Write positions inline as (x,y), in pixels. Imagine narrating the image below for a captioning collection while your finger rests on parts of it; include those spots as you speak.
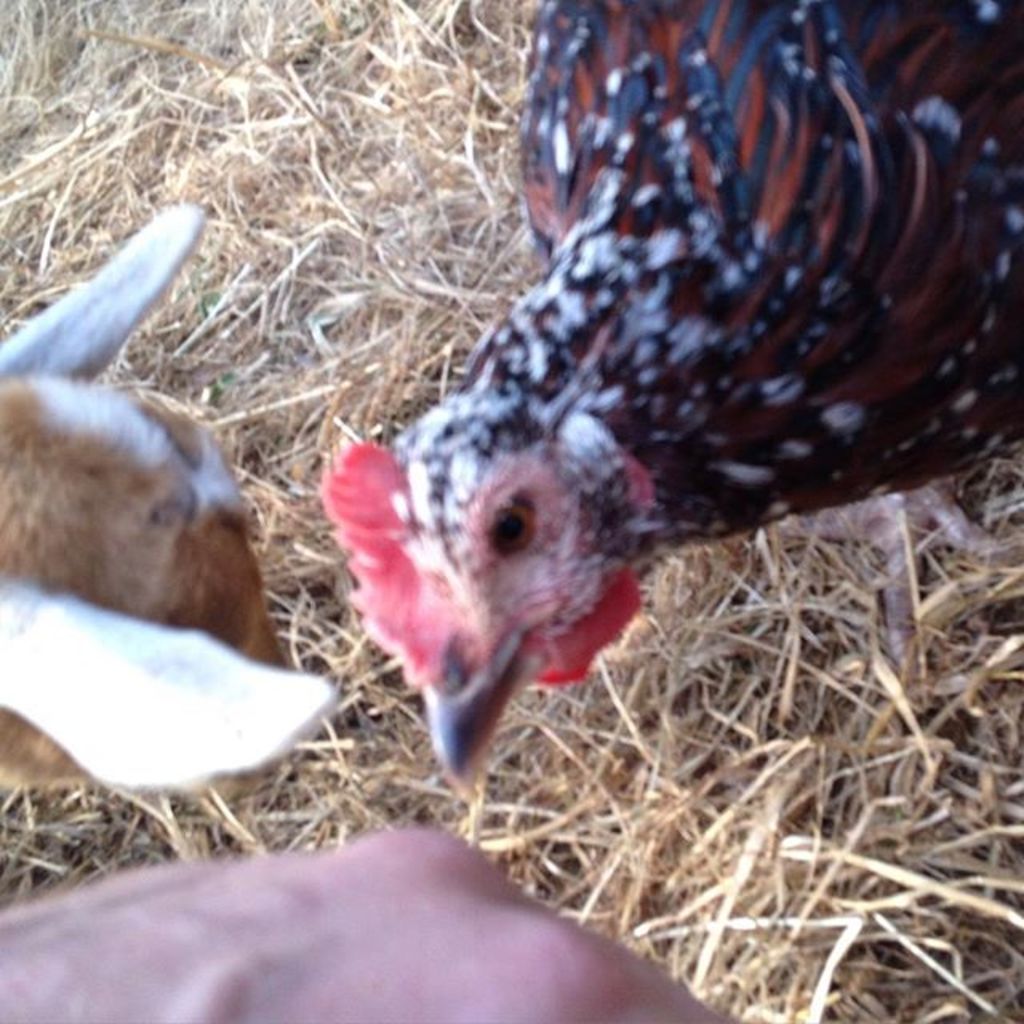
In this image I can see a hen (710,431) which is brown, black, white and red in color and a animal (116,520) which is white and brown in color and at the bottom of the image (332,858) I can see a person's hand (311,878). In the background (341,198) I can see the grass (304,135).
